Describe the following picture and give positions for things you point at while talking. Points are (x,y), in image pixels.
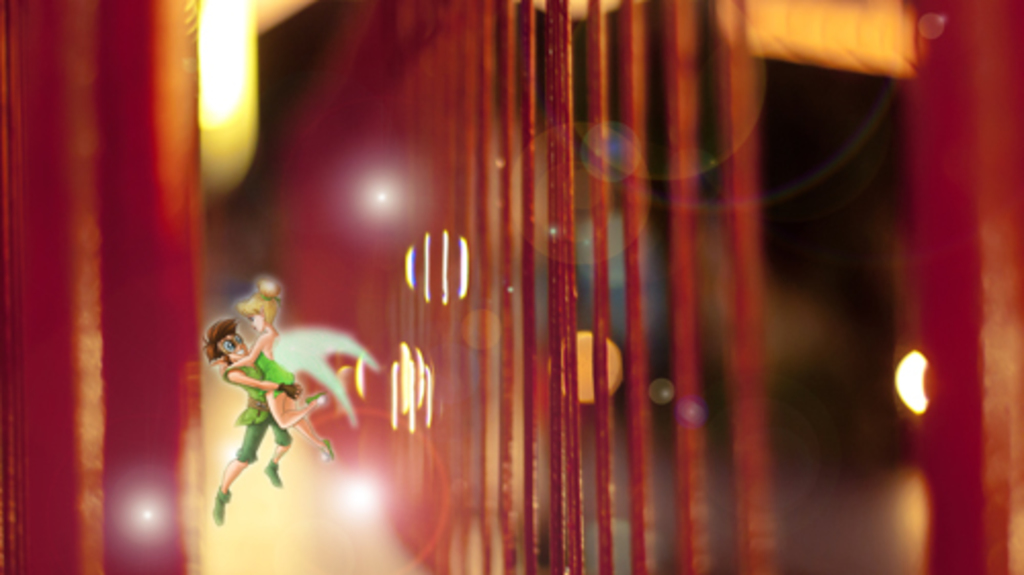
Here we can see an animated image of a man (235,370) holding a girl (270,374) in his hands (284,390). In the background (333,411) the image is not clear but we can see red color threads (470,222) and lights (226,166).
